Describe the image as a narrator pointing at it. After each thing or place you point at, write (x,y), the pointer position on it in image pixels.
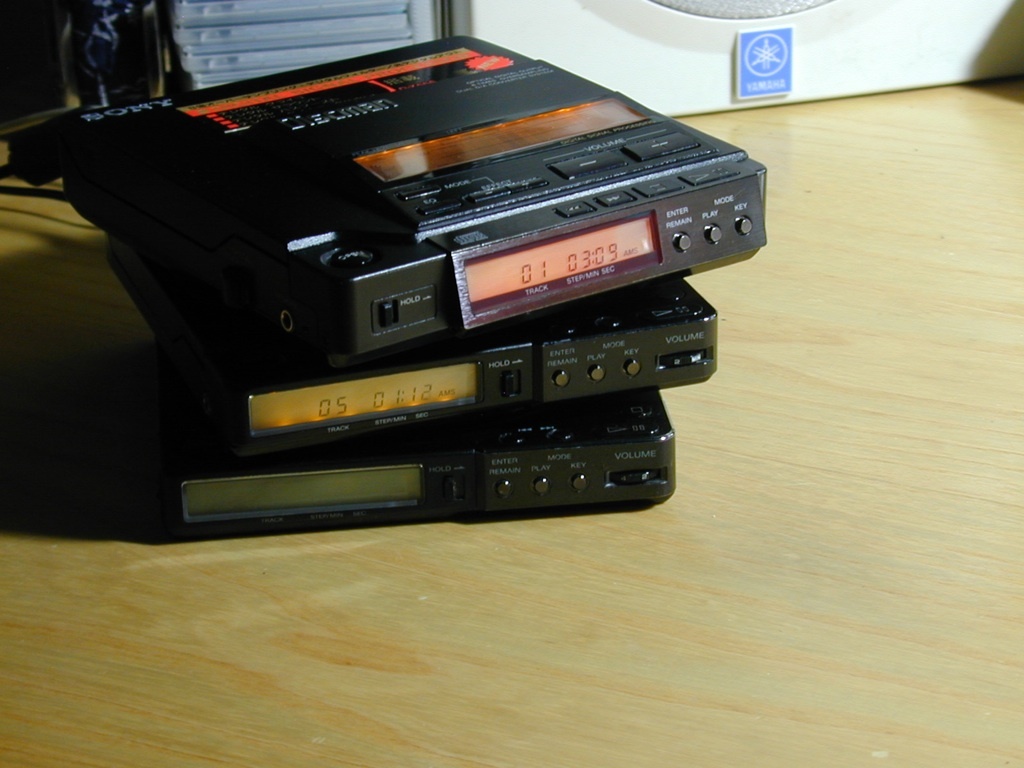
In this image there are a few electronic devices (330,469) on the wooden surface (507,559). There are buttons (543,489), digital display boards (423,403) and text (354,105) on the devices (327,92). Behind it there are boxes (300,33).
